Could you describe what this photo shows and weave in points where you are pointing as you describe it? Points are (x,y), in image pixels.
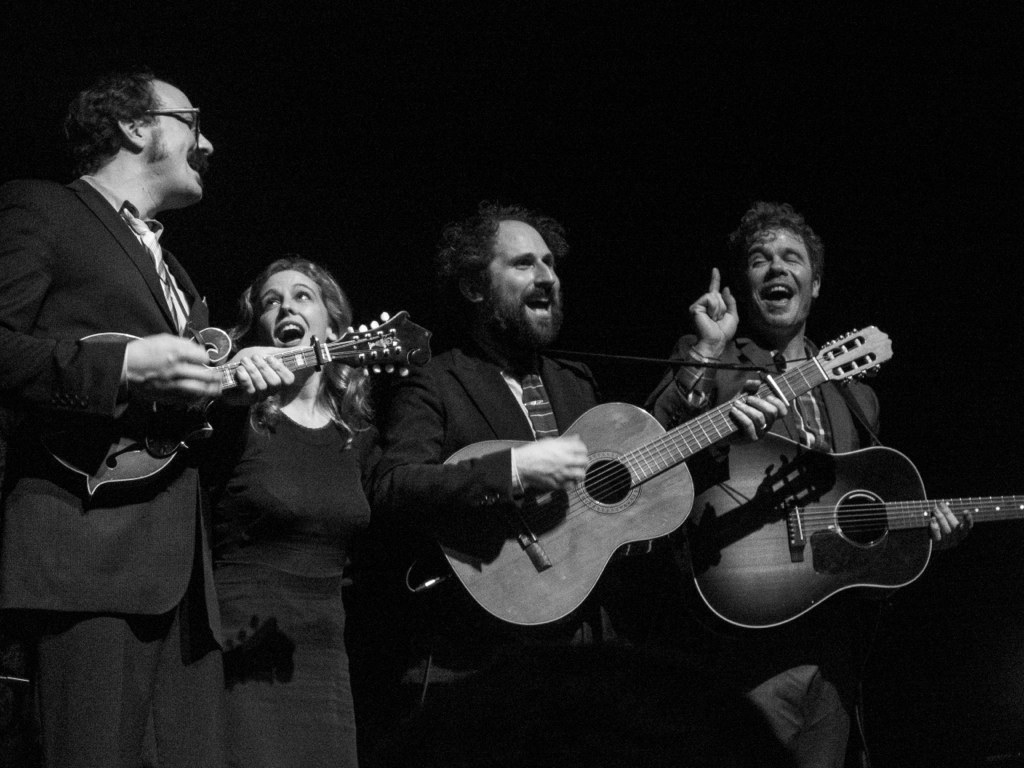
This is of a black and white image. There are four persons (305,379) standing and singing a song. Two persons (541,434) are playing guitar (797,553) and one person (115,526) is holding some music instrument (156,438).
